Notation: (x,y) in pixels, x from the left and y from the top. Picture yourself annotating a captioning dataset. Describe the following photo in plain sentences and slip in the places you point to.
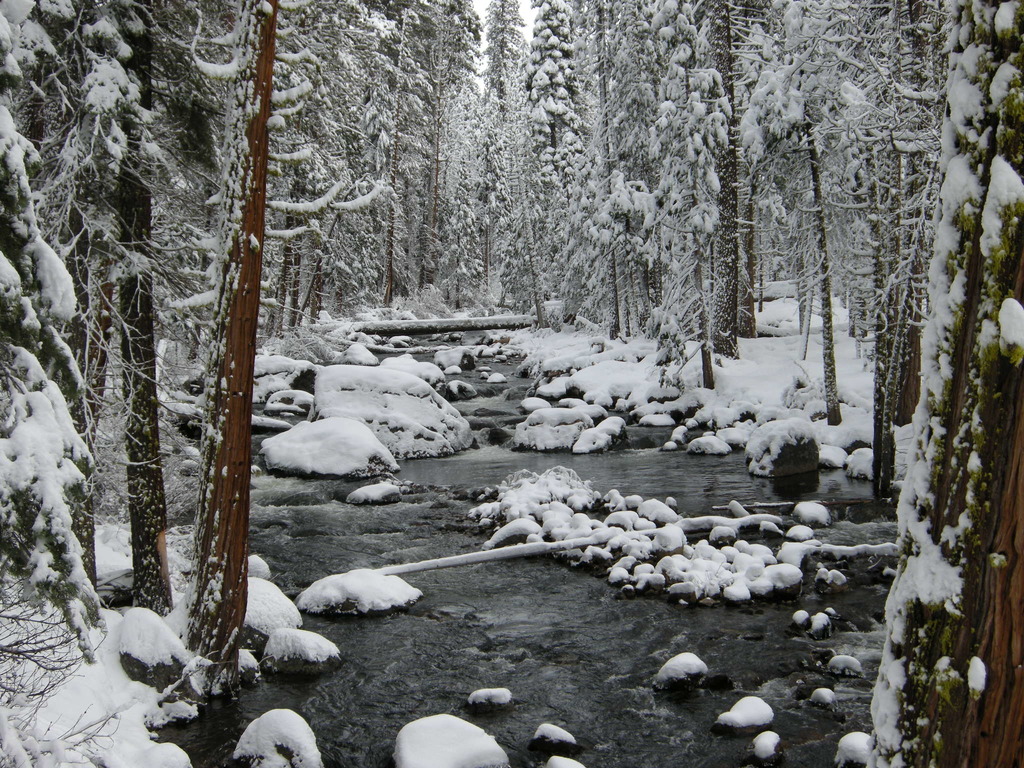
In this picture we can see snow (438,444) and in the background (290,285) we can see trees (273,278).
